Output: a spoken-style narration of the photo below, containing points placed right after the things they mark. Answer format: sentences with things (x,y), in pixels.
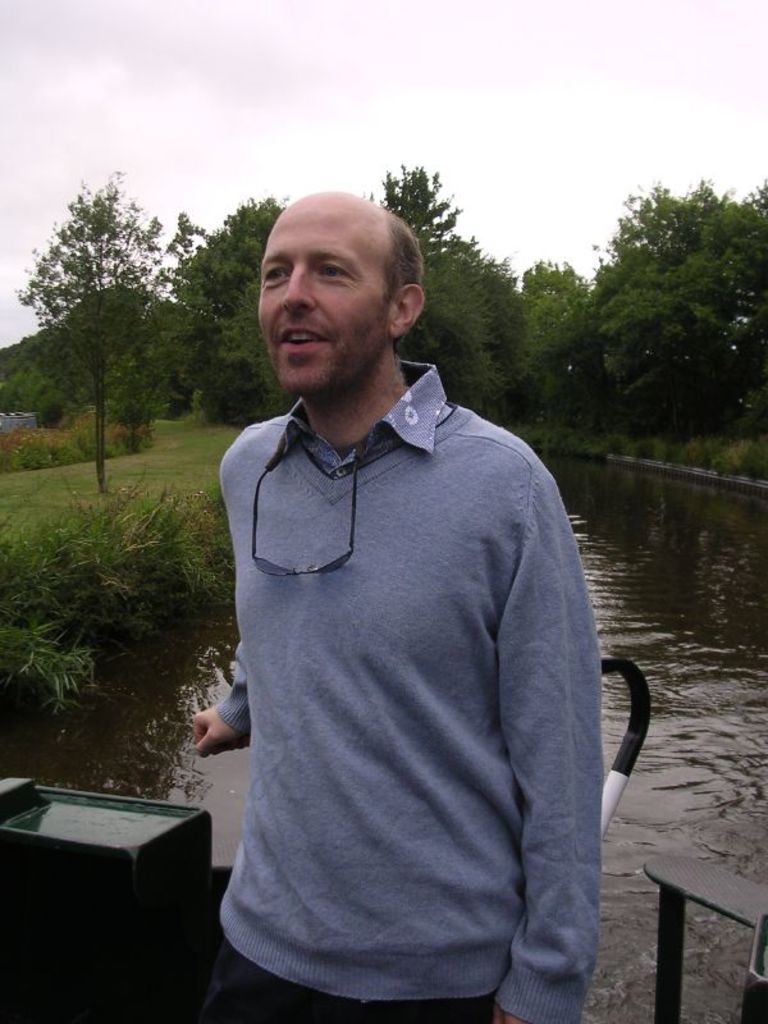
Here I can see a man (370,610) standing and speaking by looking at the left side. Beside him there are few objects (25,845). In the background (706,624), I can see the water (637,625) and trees (448,338). On the left side (77,513), I can see the grass (120,535) and plants (139,550). At the top of the image (333,119) I can see the sky (352,114).
